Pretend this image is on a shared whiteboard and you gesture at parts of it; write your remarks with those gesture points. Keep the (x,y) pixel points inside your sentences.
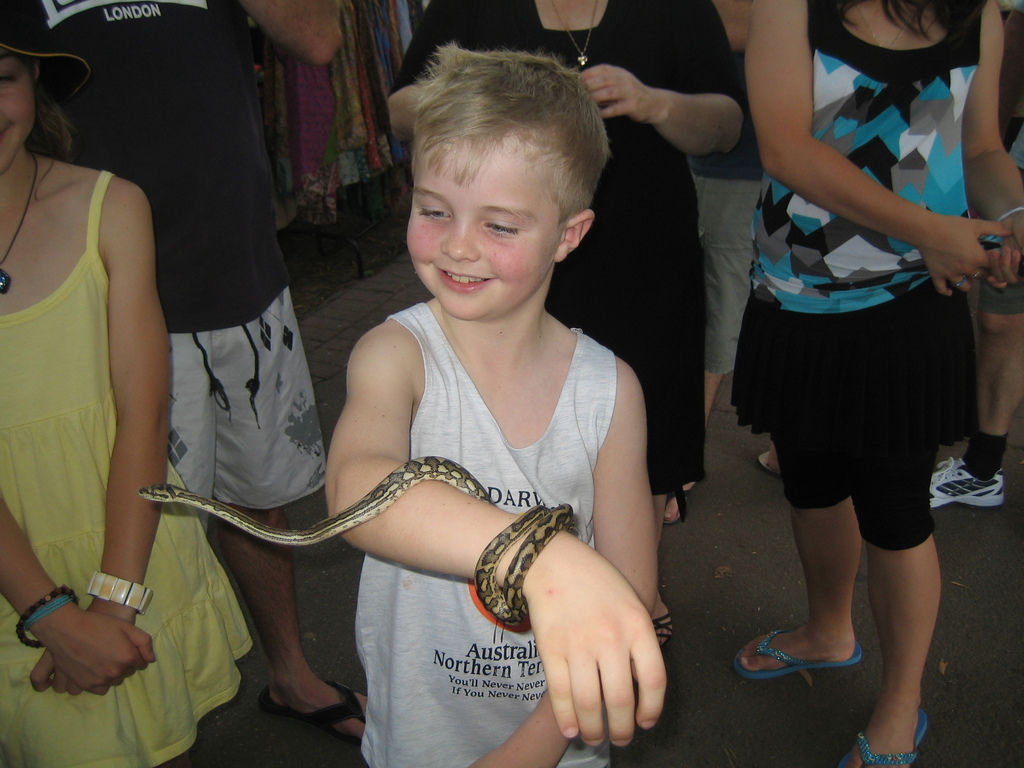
In this image we can see a child (535,680) is standing and there is a snake (417,472) rolled on his right hand (391,544). In the background (811,321) we can see few people (262,131) standing.
